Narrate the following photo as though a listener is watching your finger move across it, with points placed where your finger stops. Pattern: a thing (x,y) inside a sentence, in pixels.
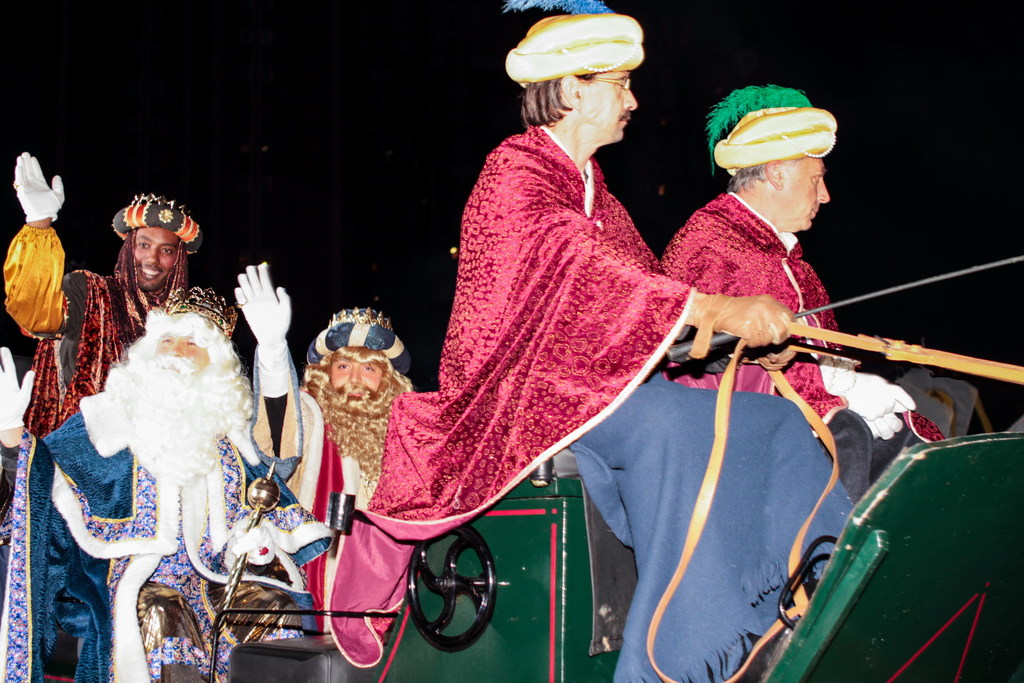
In this image we can see people (456,408) are sitting on a cart (890,569). Among them two people (473,414) are holding objects (682,348). In the background (415,176) it is dark.
